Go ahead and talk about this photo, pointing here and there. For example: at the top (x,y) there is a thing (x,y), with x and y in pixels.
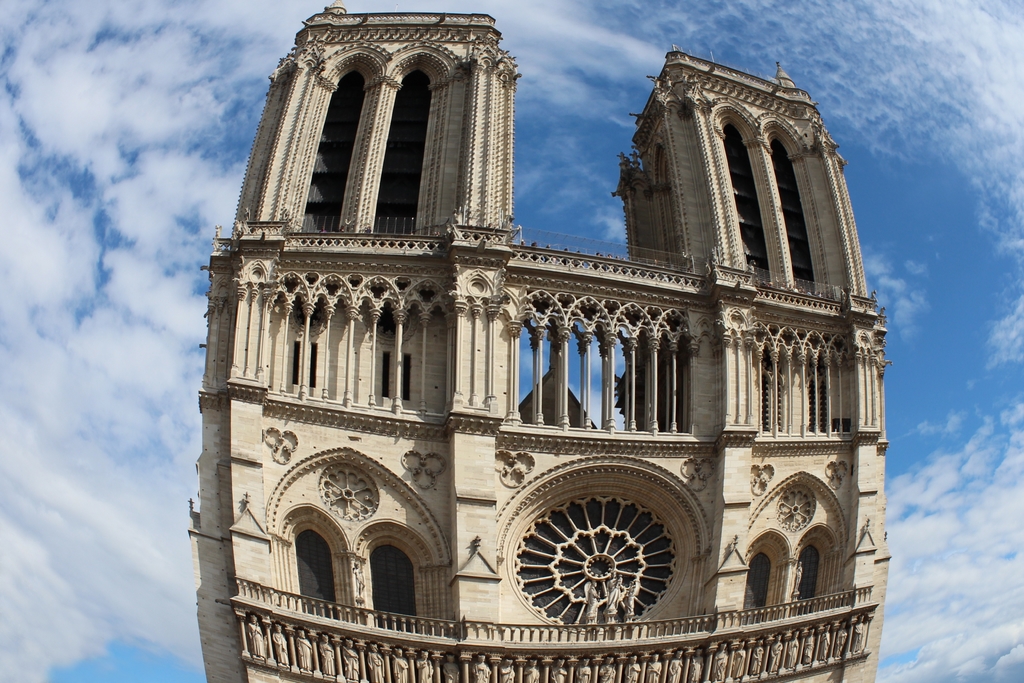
In this image there is a building (629,352). There are sculptures (607,605) on the building (659,346). In the background (74,235) there is the sky (497,10). There are clouds (125,462) in the sky (88,406).
